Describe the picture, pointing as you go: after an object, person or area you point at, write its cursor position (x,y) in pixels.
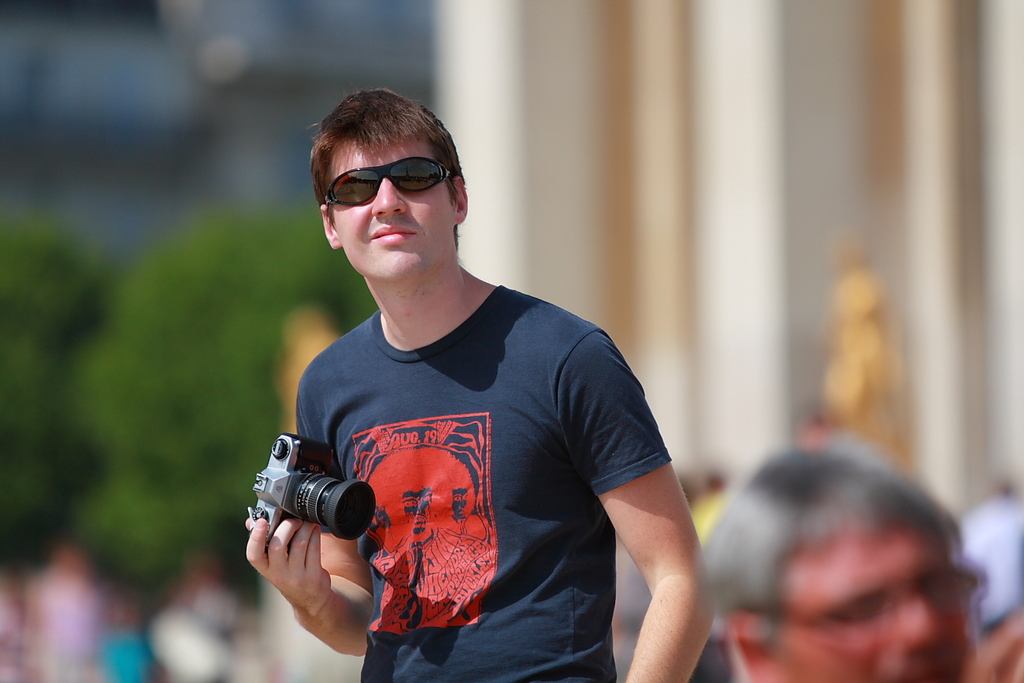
In the image we can see there is a man (392,205) who is standing and wearing glasses (362,171) and holding a camera (303,489). At the back (237,304) the image is blur.
